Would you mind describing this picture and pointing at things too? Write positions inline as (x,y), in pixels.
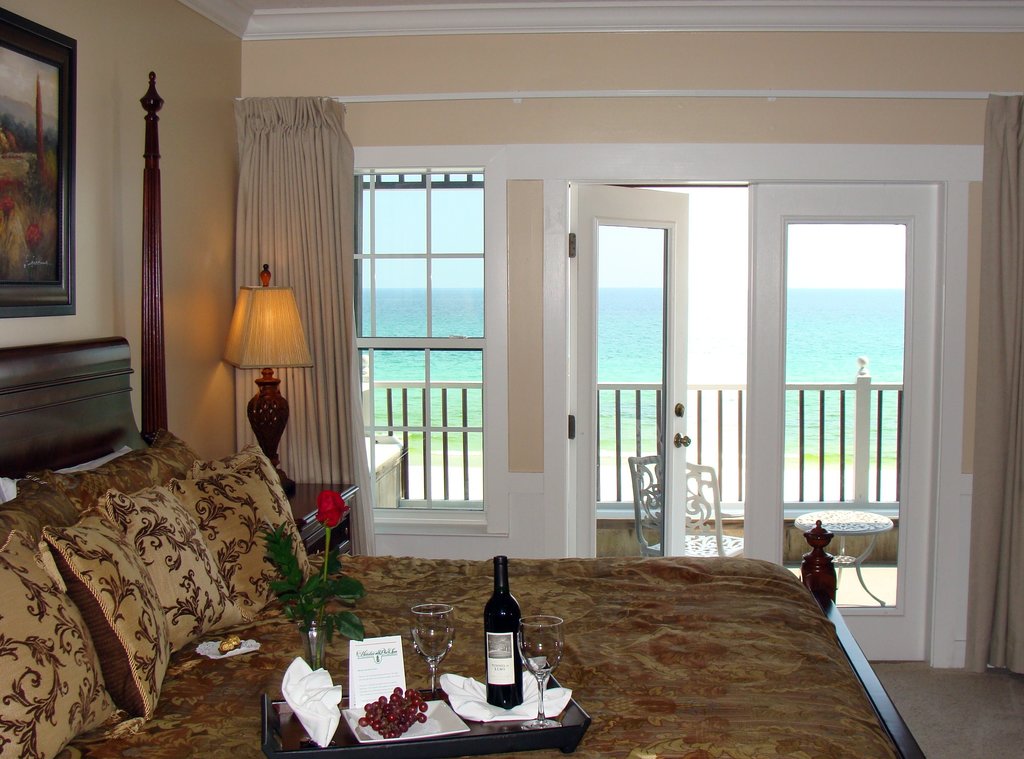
This is clicked inside a home (219,214), in the front (779,752) there is bed (729,579) with wine bottle (507,609), wine glasses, grapes (392,731) and flower vases (327,570) in a tray (401,752). Beside it there is a lamp (273,321) on the table (303,530) followed by doors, windows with curtains (1018,240) on the wall (964,135) and behind it there is a chair (696,505) and table (841,517) in front of the fence (661,418), on to the whole background (468,322) there is ocean (441,320).
